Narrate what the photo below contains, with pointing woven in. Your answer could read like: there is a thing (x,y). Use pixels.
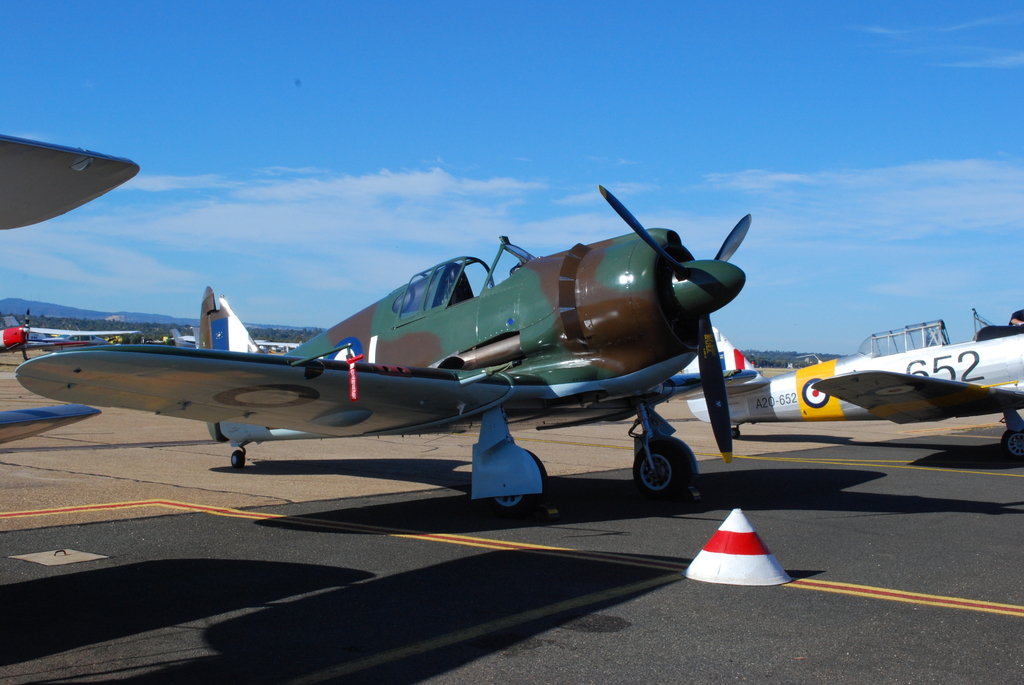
In this picture there are aircraft's (644,408). At the back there are trees (50,323) and mountains (36,308). At the top (553,90) there is sky (506,96) and there are clouds (447,197). At the bottom (635,534) there is a road (243,548) and there is an object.
